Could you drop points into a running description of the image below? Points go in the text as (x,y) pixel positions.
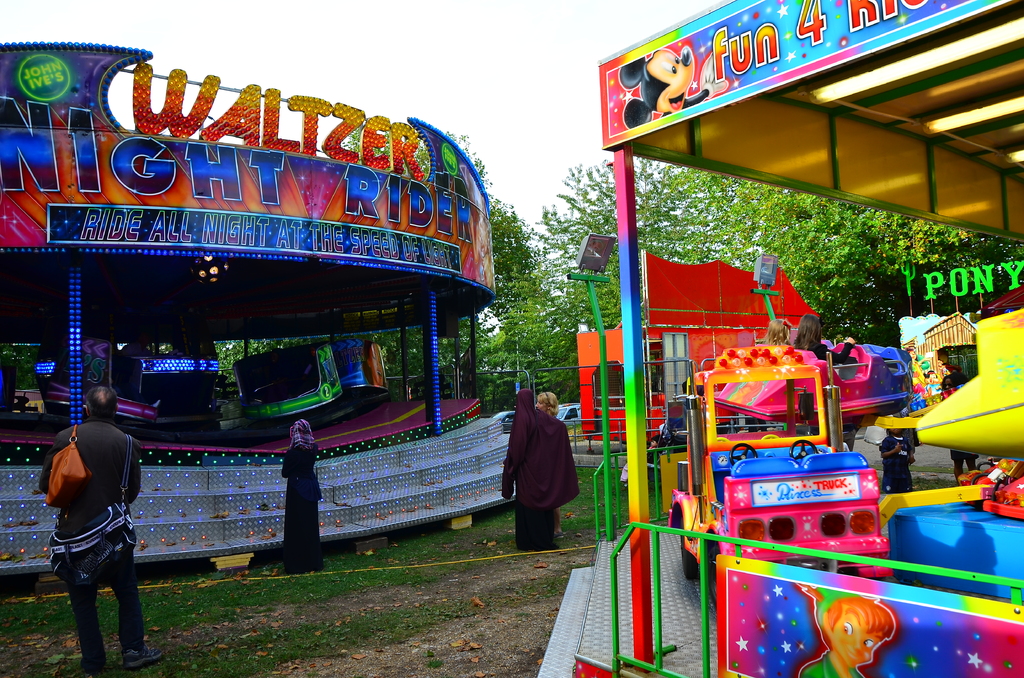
There are amusement rides (302,417). Also there are many people (539,422). On the rides (280,180) there is something written. Also there are images (488,284). In the back (889,231) there are trees (791,263). On the ground (424,530) there is grass (501,544). Also there are lights (600,260) with poles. In the background (363,62) there is sky (439,71). Person (92,483) on the left (93,469) is holding bags (81,484).
